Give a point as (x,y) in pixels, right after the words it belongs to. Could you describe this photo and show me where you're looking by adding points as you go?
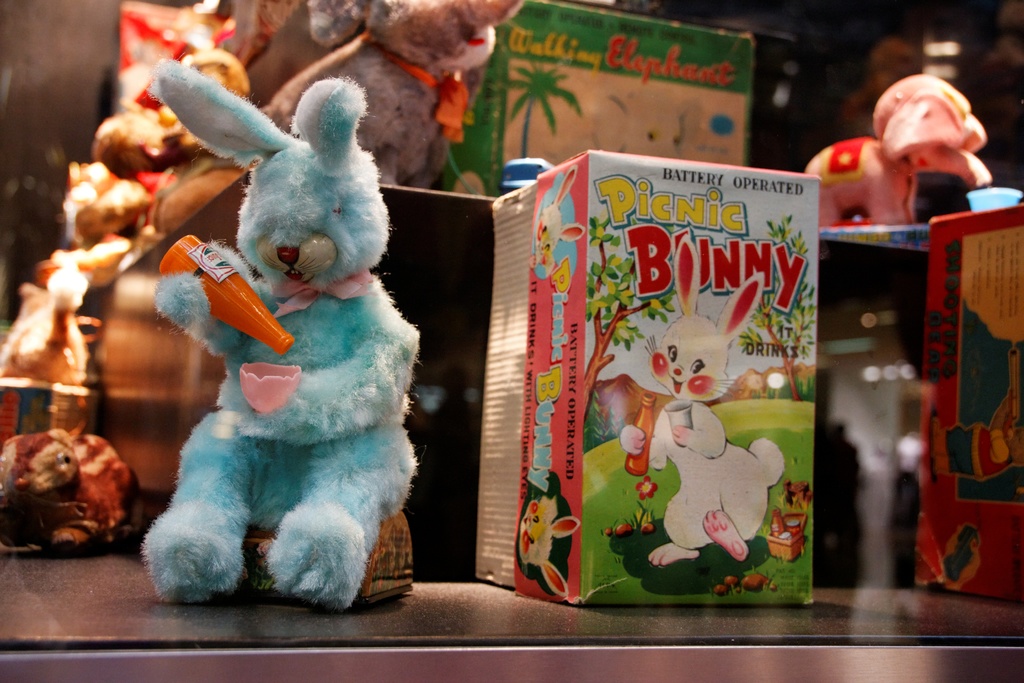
This image consists of many dolls (72,207). In the front (231,331), there is a toy rabbit (321,312) in blue color. On the right (907,204), there is an elephant (865,202) in pink color. These toys (281,470) are kept on the desk (534,610).
